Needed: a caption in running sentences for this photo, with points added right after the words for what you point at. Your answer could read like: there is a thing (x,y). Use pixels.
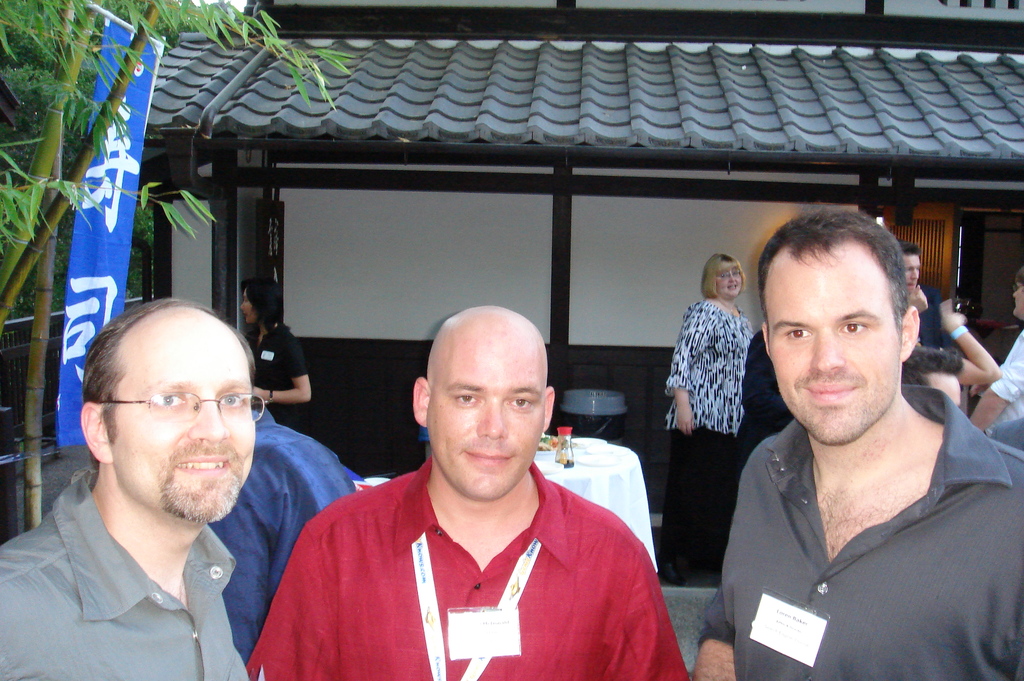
In this image we can see a group of people (818,552) standing on the ground (686,614). In the center of the image (596,452) we can see some objects (596,450) placed on the table (628,491). In the background (634,401), we can see a building (634,401) with door (948,248), roof (974,104), a banner (92,298) with some text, railing (26,349) and a group of trees (46,323).
